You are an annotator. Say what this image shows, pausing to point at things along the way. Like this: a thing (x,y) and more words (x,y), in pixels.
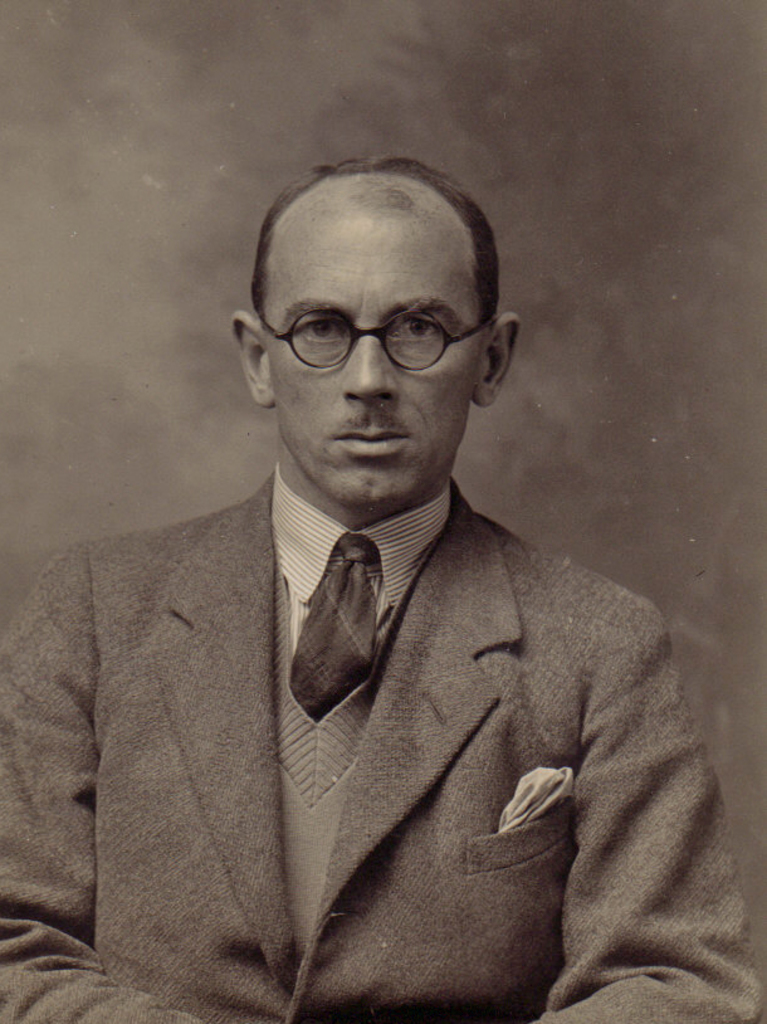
In this black and white picture there is a person (434,711). He is wearing a suit (393,680), tie (343,660) and spectacles (406,348). Behind him there is a wall (1,466).
